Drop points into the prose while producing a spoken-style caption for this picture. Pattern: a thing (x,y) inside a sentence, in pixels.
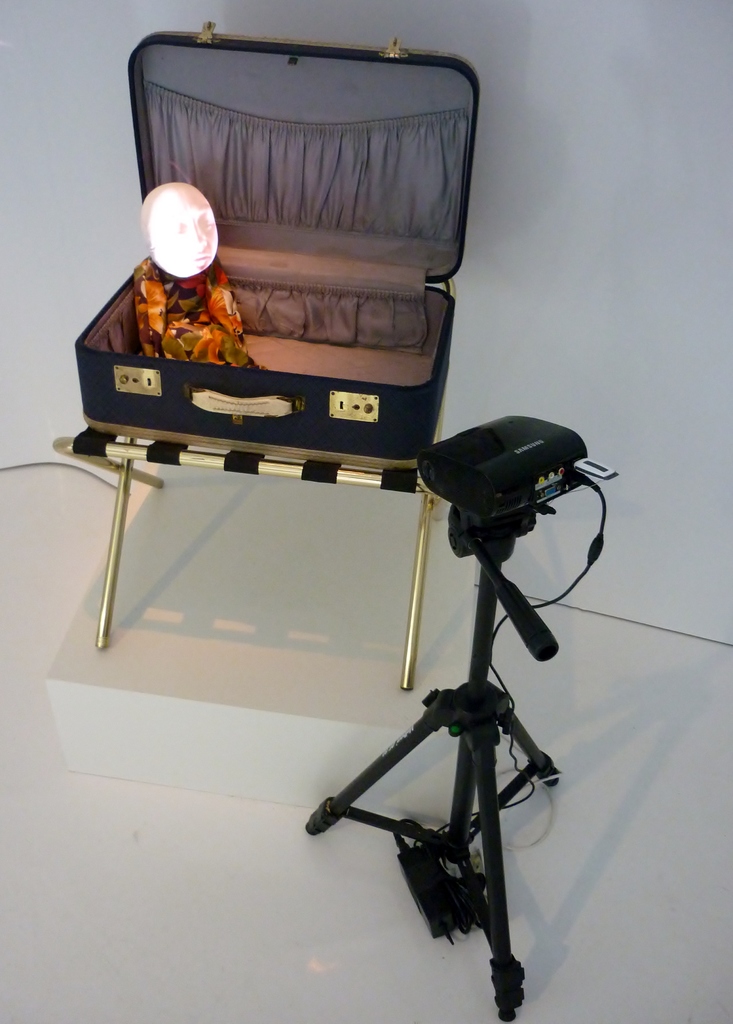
In this image, There is a floor (294,899) which is in white color, There is a chair (415,579) which is in golden color on the chair (121,483) there is a black color bag (146,407) in that bag (309,407) there is a object (144,326) kept in the bag (128,356), In the right side (492,899) there is a stand (505,890) which is in black color kept on the ground (690,918), In the background (580,323) there is a white color wall (595,181).
